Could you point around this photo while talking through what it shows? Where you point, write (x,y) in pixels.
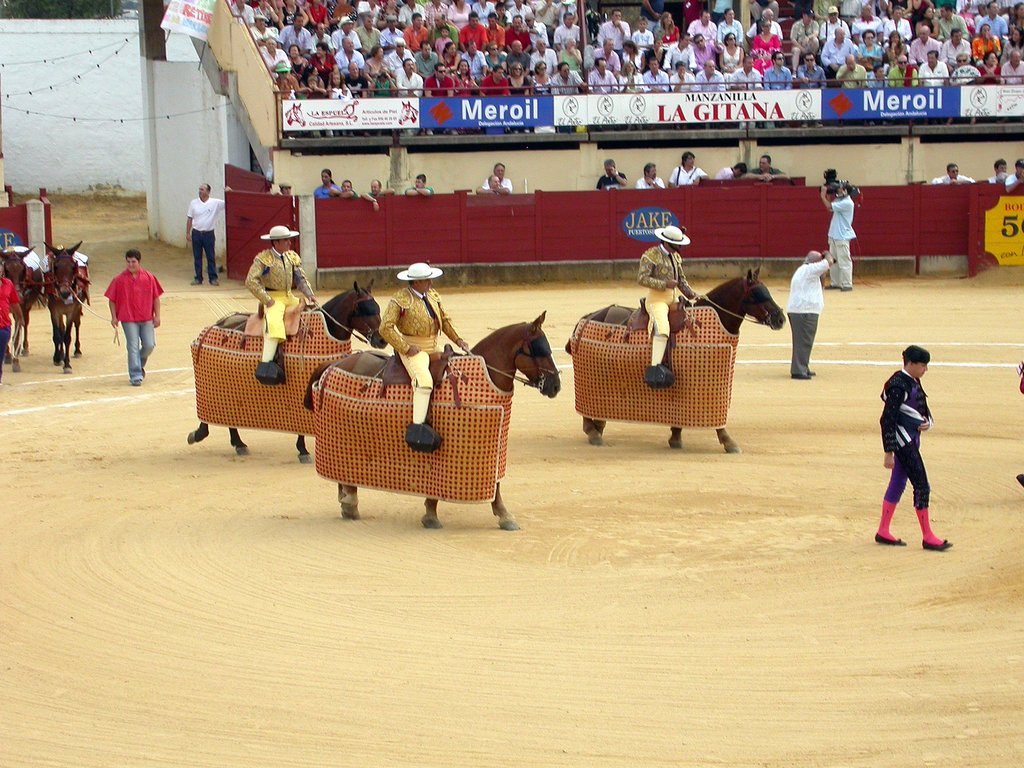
In this image there are horses (310,345) on a ground (667,483), on that horses (515,356) there are three men (272,326) are sitting and people (805,291) are standing on the ground (949,430), in the background (766,159) there are people (722,43) sitting on chairs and there is a board (918,114) on that board (933,108) there is some text (384,119).
